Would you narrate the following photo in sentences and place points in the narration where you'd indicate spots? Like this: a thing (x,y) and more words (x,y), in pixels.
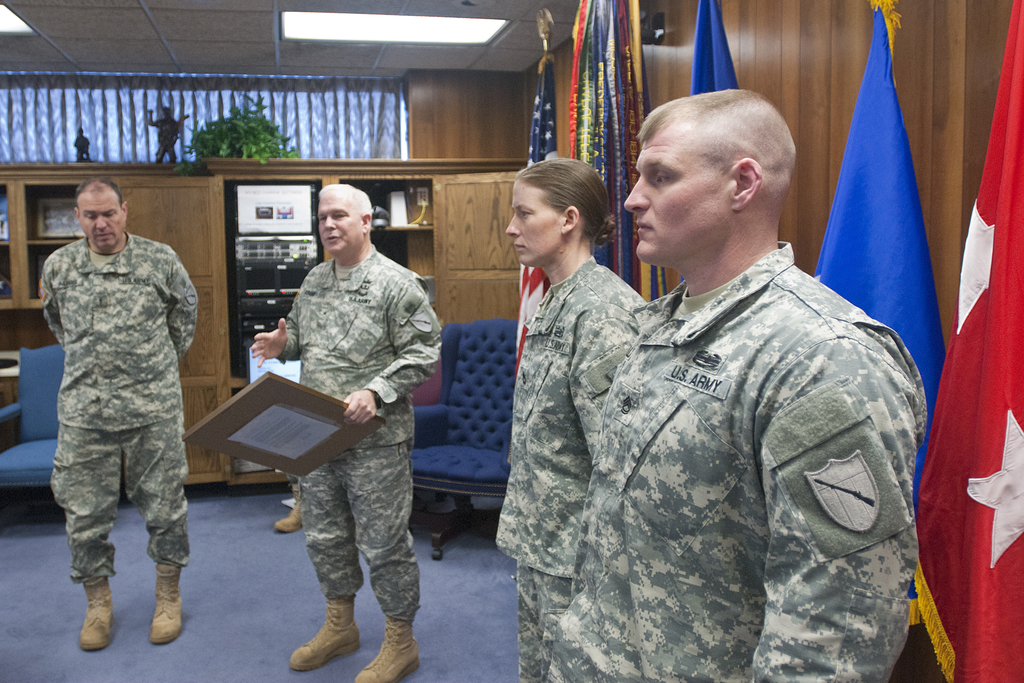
In the center of the image (389,402) we can see a man (358,213) is standing and wearing a uniform (339,494), shoes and holding a board (282,414) and talking. On the left side of the image (72,488) we can see a man (67,471) is standing and wearing a uniform (144,485), shoes (166,588). On the right side of the image (733,439) we can see two people (805,427) are standing and wearing the uniforms (664,550). In the background of the image (863,236) we can see the cupboards (419,233), flags (629,185), wall (908,78), plant (205,139), toys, chairs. In the cupboards (485,226) we can see the photo frames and some other objects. At the bottom of the image (480,606) we can see the floor (480,644). At the top of the image (338,119) we can see the curtain (305,97), roof (409,65) and lights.
